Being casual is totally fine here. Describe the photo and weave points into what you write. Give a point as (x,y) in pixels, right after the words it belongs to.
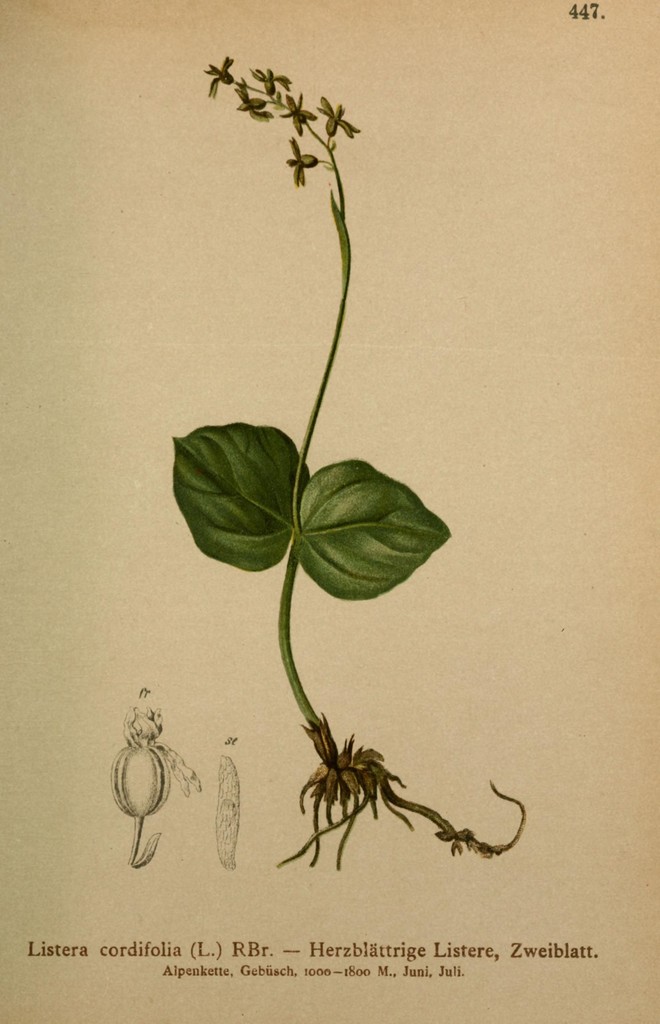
In this picture we can see some information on a paper (525,968). We can see a plant (344,282) and leaves (420,530).
